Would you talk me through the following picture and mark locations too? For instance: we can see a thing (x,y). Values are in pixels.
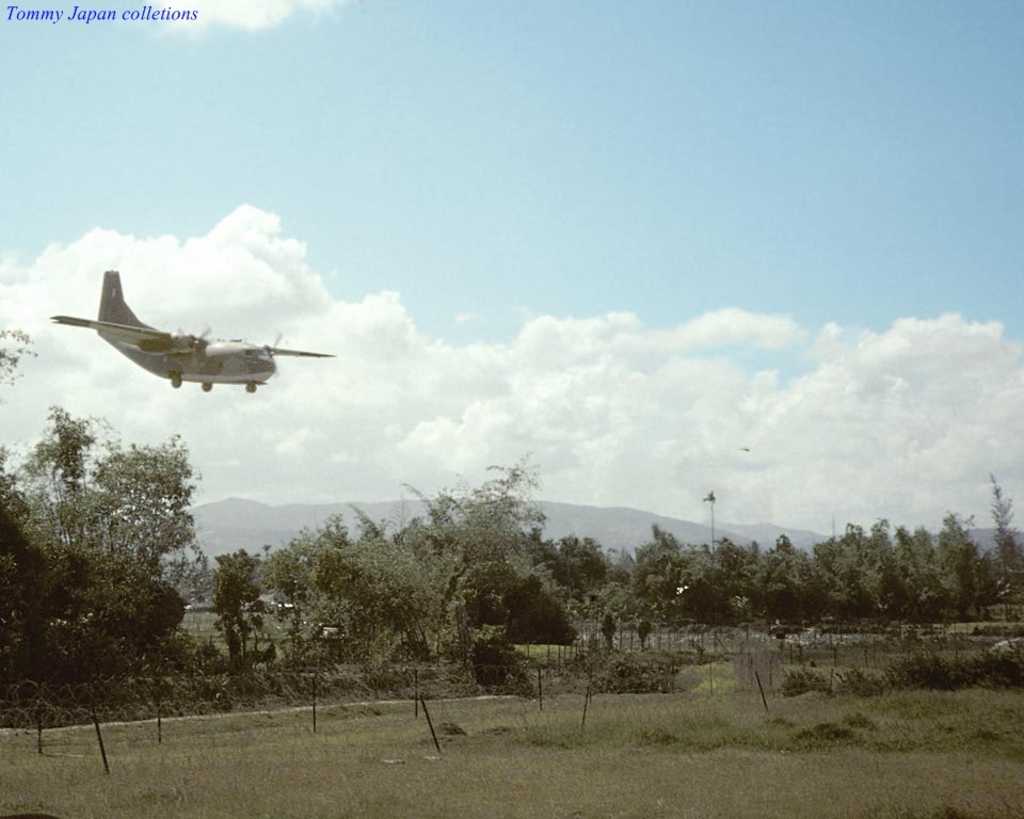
In this image there is a grassland (294,770), in the background (937,567) there are trees (918,565), mountains (814,543) and a flight (110,335), flying in the sky (950,316), in the top left (186,19) there is text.
